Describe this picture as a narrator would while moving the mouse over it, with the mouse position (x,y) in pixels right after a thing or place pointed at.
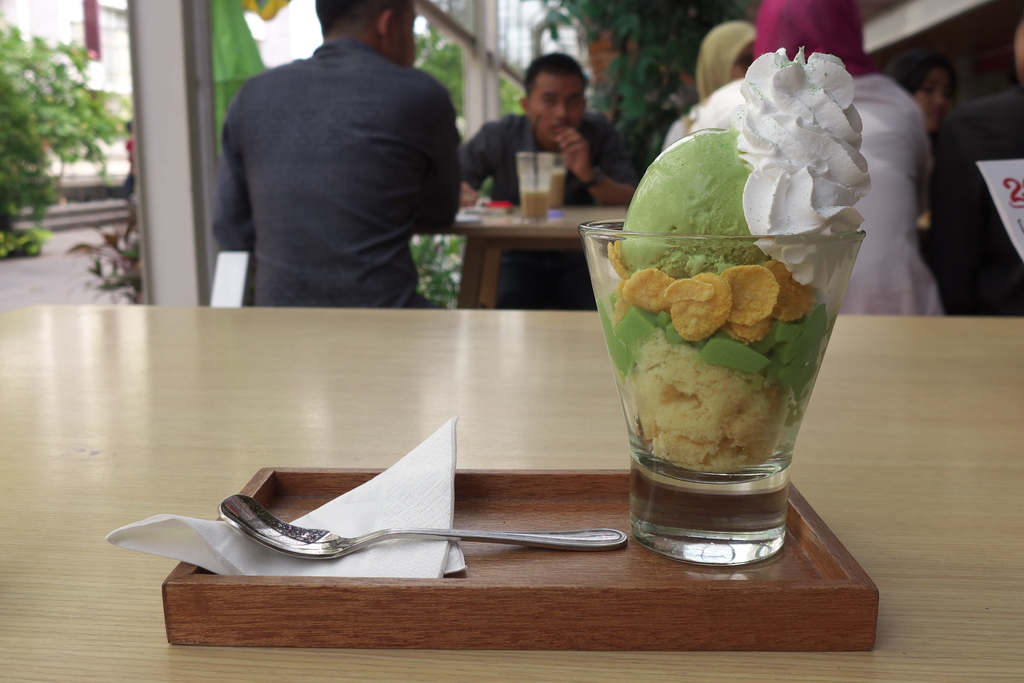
In this picture I can see a dessert (743,314) in the glass (697,484), spoon (248,511) and a tissue (397,523) on the wooden tray (513,488), on the table (597,459), there is a paper (977,165), and in the background (370,283) there are group of people (586,174) sitting, there are glasses (550,186) and some other objects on the another table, and there are trees (86,85).
